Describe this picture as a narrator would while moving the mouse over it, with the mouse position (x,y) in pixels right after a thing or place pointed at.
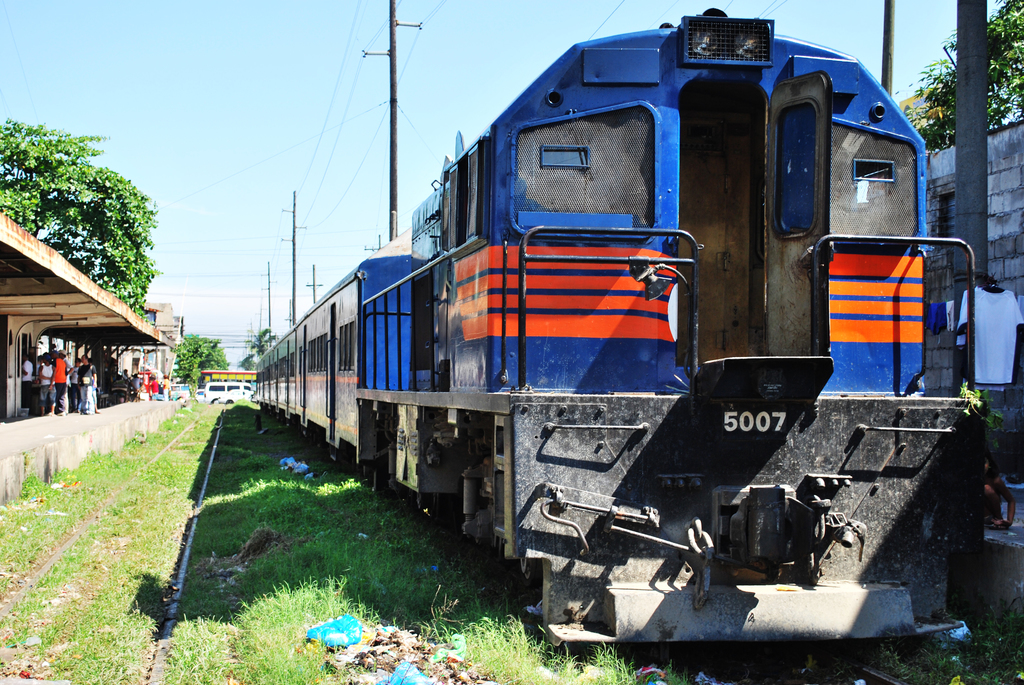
In this image we can see a train (693,385) on the track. At the bottom (323,608) there is grass (327,590). On the left (62,381) we can see people (48,378) standing on the platform (144,412) and there are trees (85,182). In the center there are poles (295,293). At the top (348,69) there are wires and sky (191,78).
